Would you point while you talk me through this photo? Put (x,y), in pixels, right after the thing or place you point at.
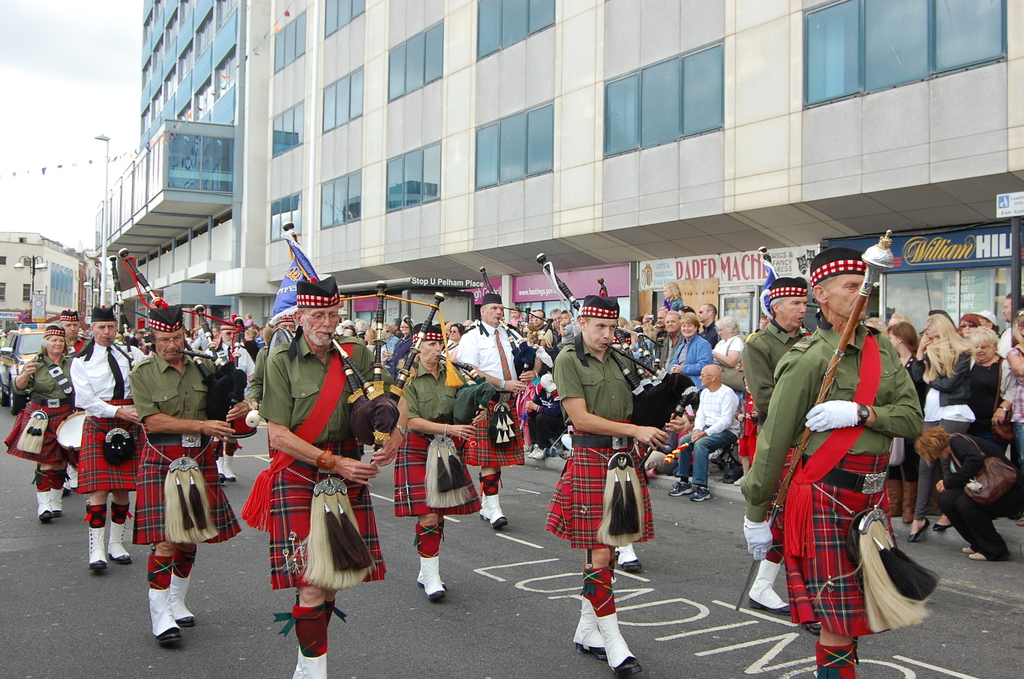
This image consists of building (413,209) in the middle (434,243). There is the sky (54,52) on the left side (74,188). There are so many people (631,363) in the middle (594,306). walking. They are playing musical instruments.
